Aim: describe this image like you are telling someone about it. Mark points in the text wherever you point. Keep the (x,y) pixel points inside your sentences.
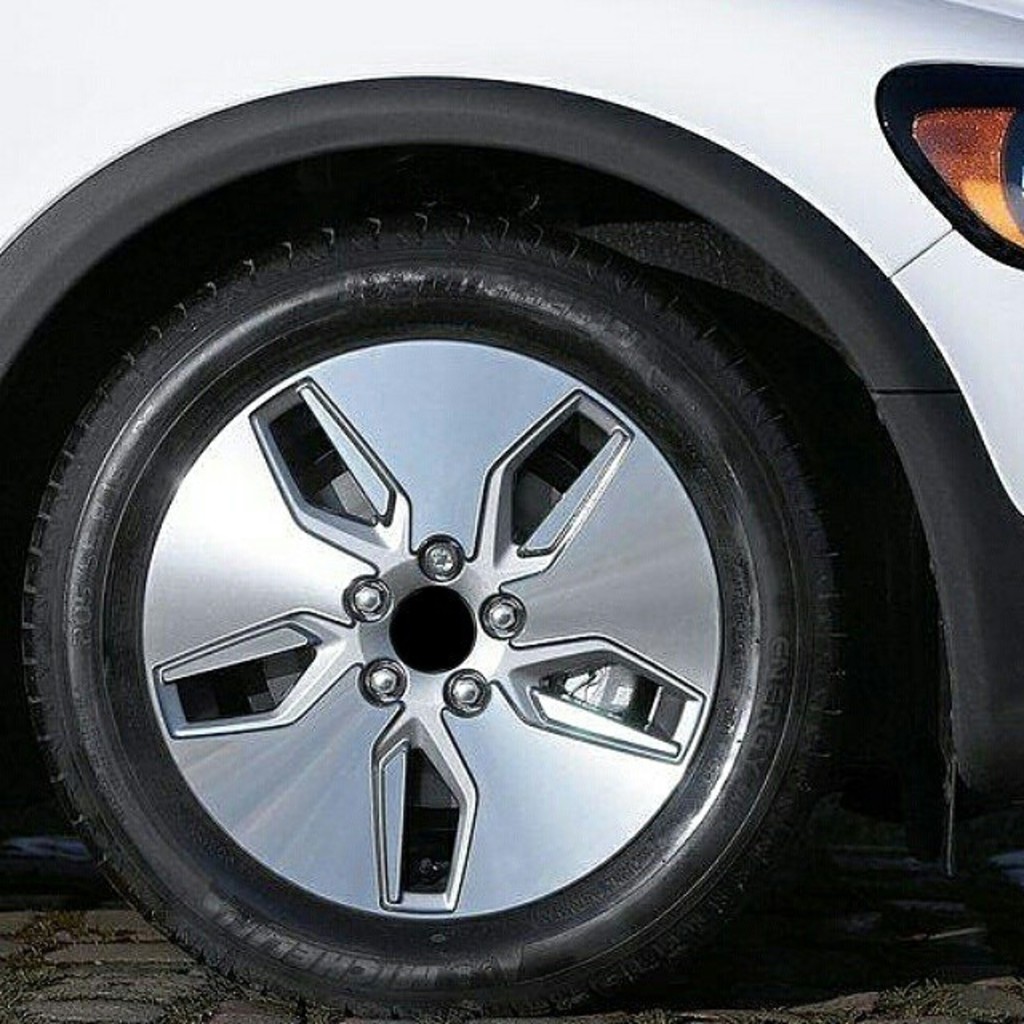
In this image we can see a part of a vehicle (759,155) with light (960,163) and tire (484,964) on the ground (20,920).
